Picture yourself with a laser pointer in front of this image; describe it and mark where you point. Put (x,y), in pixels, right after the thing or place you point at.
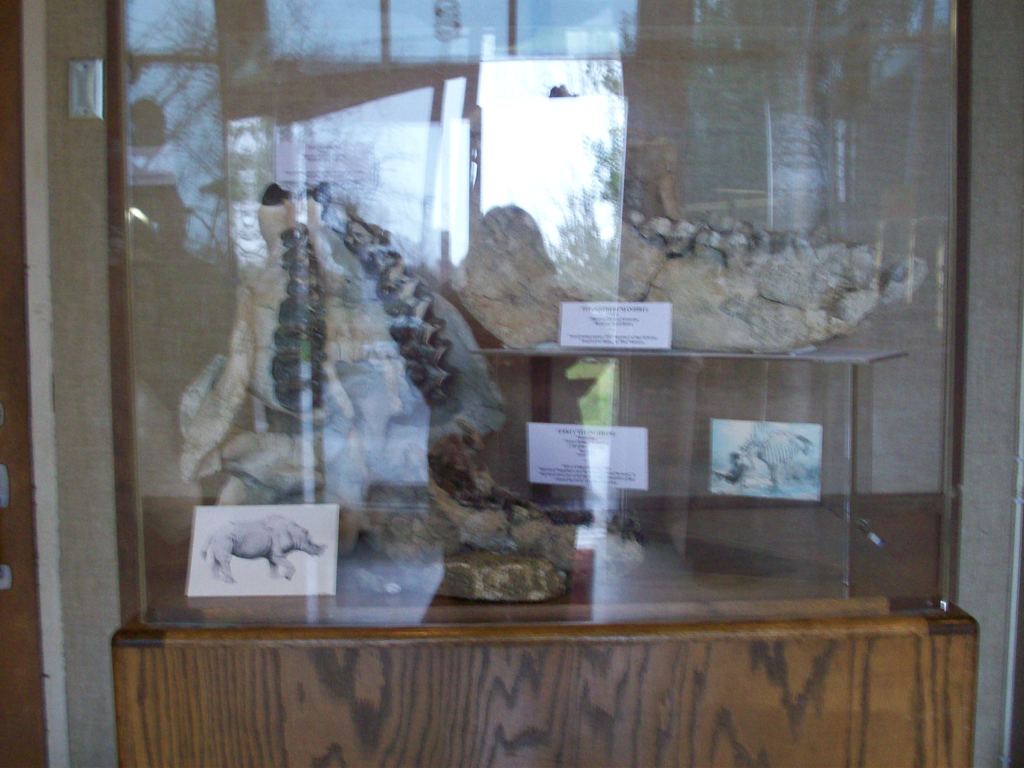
In the foreground of this picture (598,484), there is a skeleton (540,298) of an animal (509,310) and posters (647,452) on the glass (664,401) on a wooden surface (614,694). In the background (71,600), there is a wall (66,534).
